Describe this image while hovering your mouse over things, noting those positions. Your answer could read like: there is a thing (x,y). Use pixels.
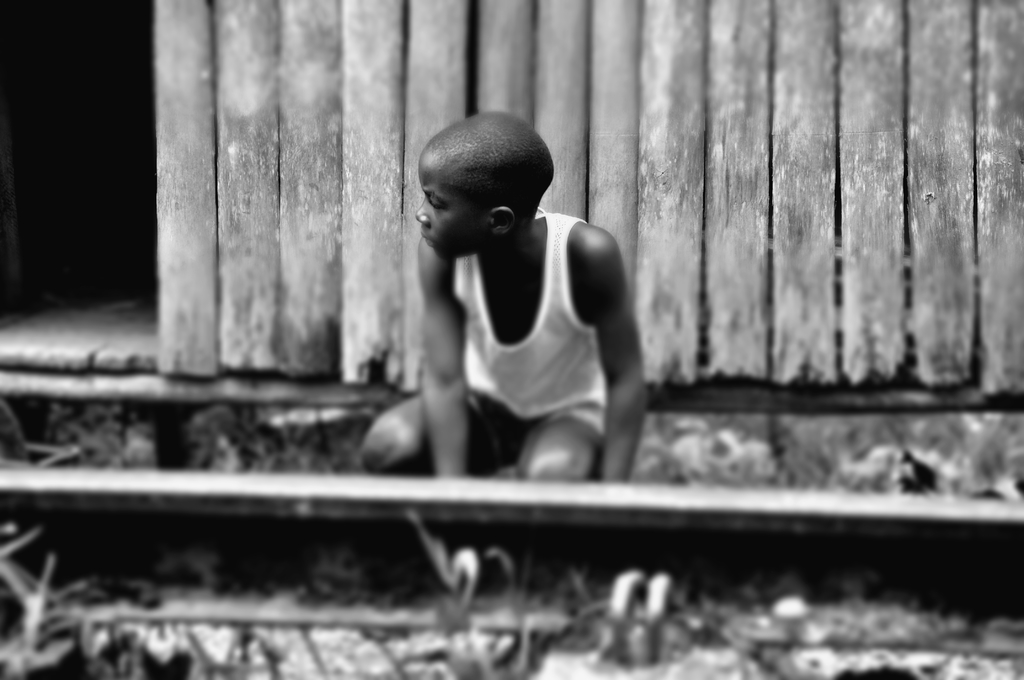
This is a black and white image. In this image there is a railway track (605,567). Also there is a boy (482,385). In the back (771,131) there is a wooden wall (775,146).
